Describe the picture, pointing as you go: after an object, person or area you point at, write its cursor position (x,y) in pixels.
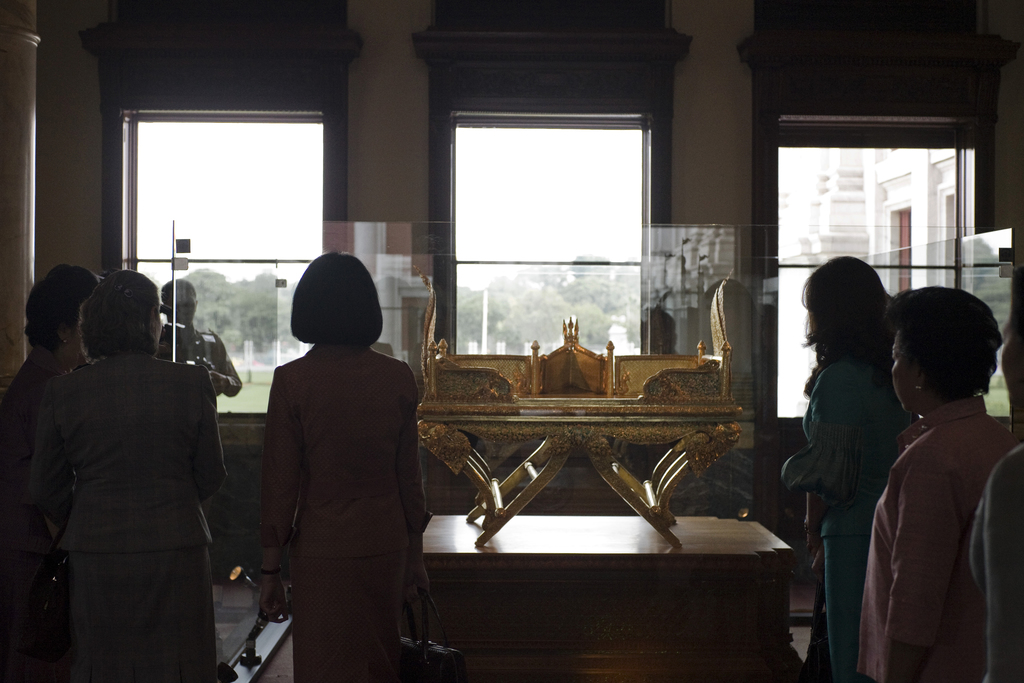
Here we can see some persons (341,376) are standing on the floor (283,653). This is table (556,614) and there are windows (521,246). From the windows (466,303) we can see some trees (496,290) and this is sky (537,182).
